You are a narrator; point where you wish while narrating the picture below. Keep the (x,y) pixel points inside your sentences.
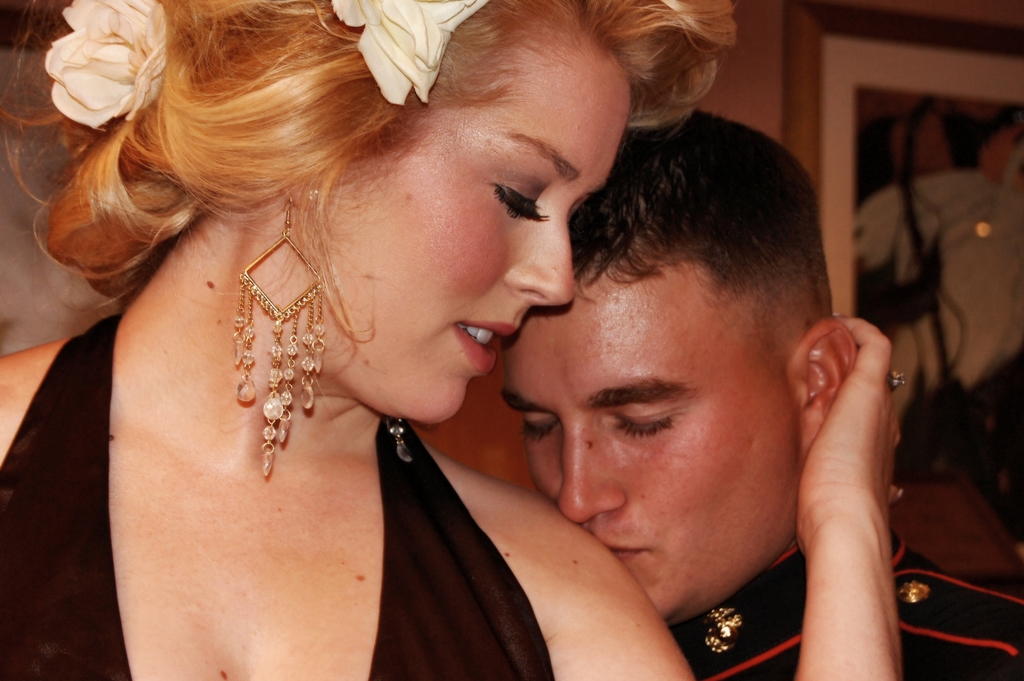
In this image in the foreground (328,479) there is one man (645,468) and one woman (811,468), and in the background (937,179) there is a photo frame (851,92) on the wall (766,91).
